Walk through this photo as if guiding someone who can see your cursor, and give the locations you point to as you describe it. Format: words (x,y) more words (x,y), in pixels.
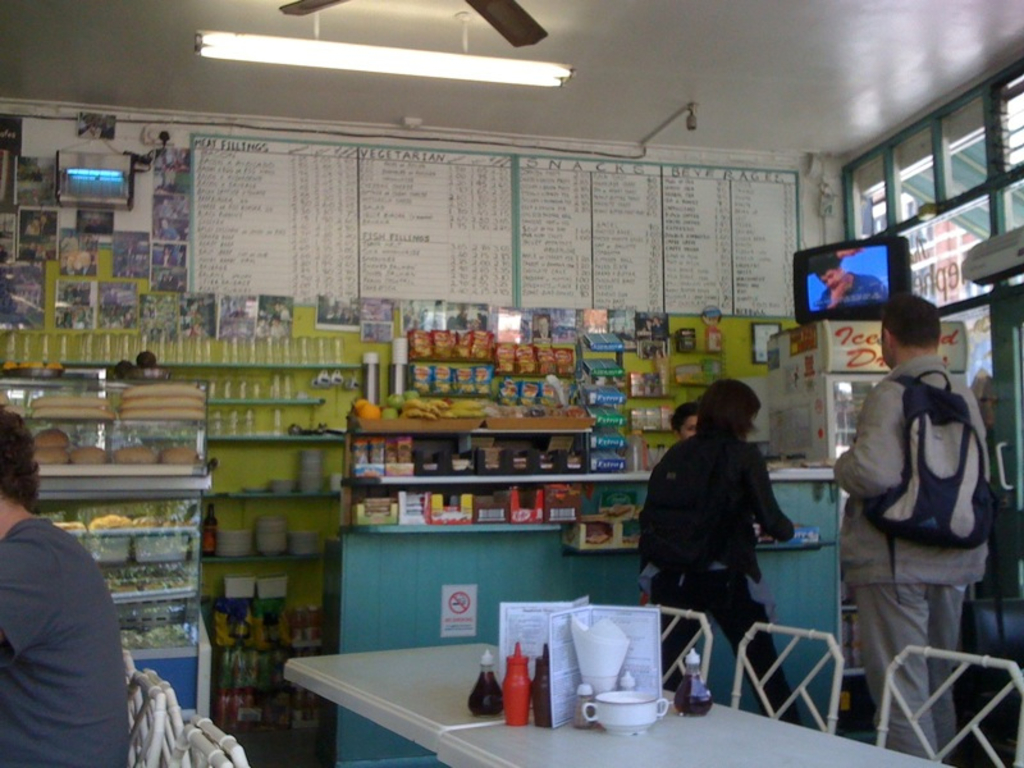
Here we can see two persons (936,683) are standing on the floor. This is table (661,724). On the table (446,709) there are bottles (516,704), and a jar (619,725). These are the chairs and there is a person (85,748) sitting on the chair (151,719). These are the racks (144,492). On the background (414,219) there is a wall (431,132) and this is light (475,69). And there is a screen (836,287).
